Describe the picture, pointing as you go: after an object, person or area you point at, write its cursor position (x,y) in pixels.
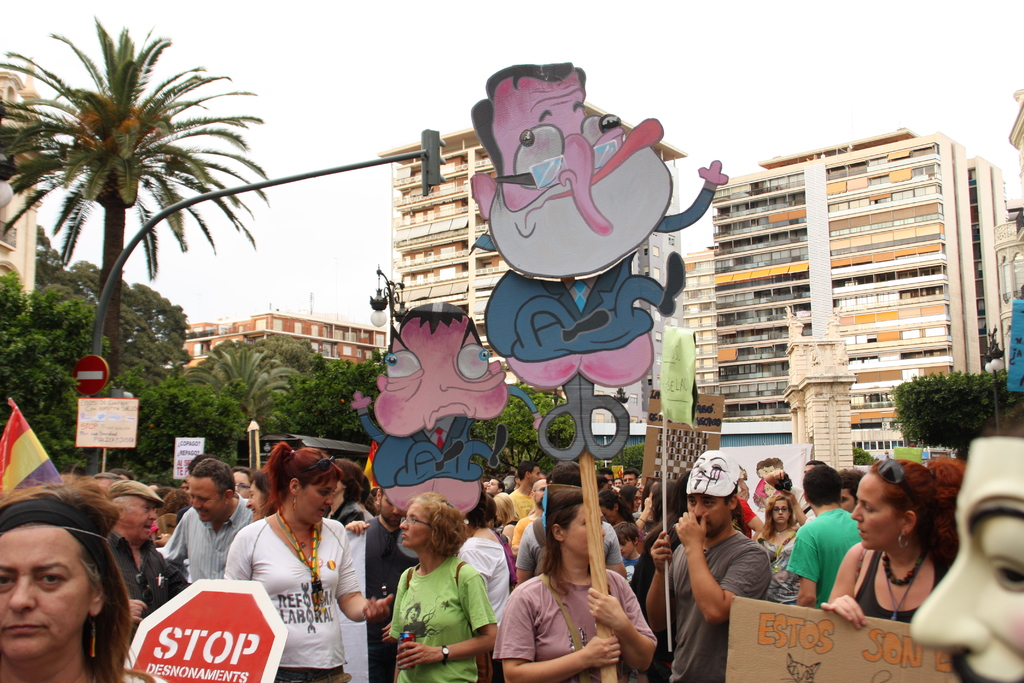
In the foreground of this image (679,540), there are persons (278,573) standing and holding placards (249,636), flags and the sign boards (249,651). On the right (1000,575), there is a mask (991,623). In the background (328,360), there are trees (155,353), poles (309,176), buildings (761,307) and the sky (601,41).
